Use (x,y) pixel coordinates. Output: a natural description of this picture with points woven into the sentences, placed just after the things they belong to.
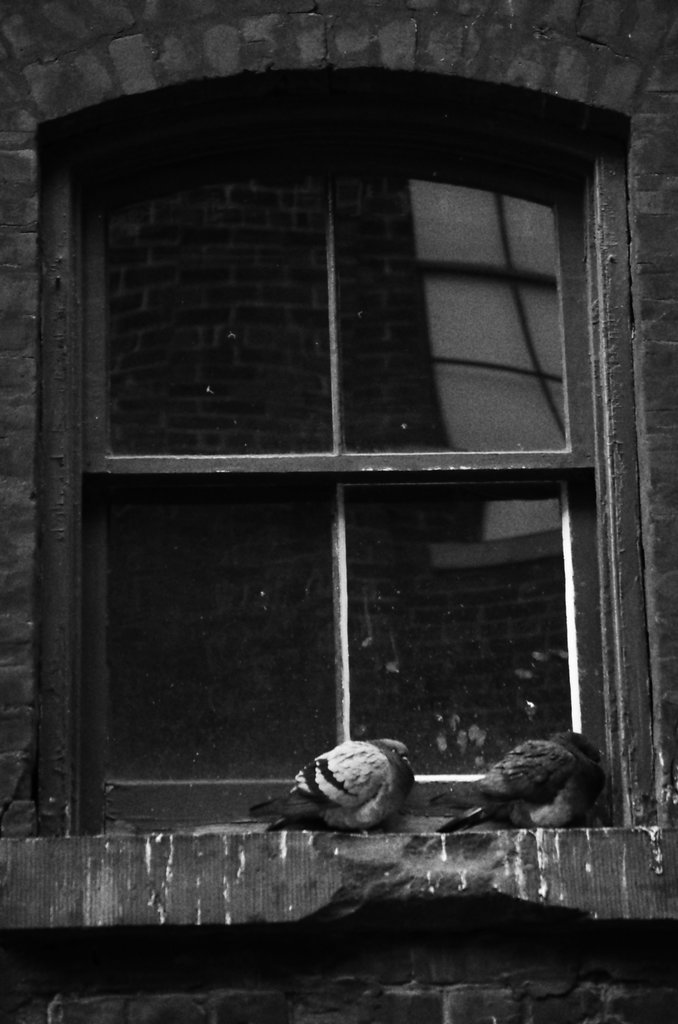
In this image we can see few birds (501,808). We can see the reflection (368,311) of a wall (400,388) on the window glass (406,579). There is a window (329,651) in the image.
